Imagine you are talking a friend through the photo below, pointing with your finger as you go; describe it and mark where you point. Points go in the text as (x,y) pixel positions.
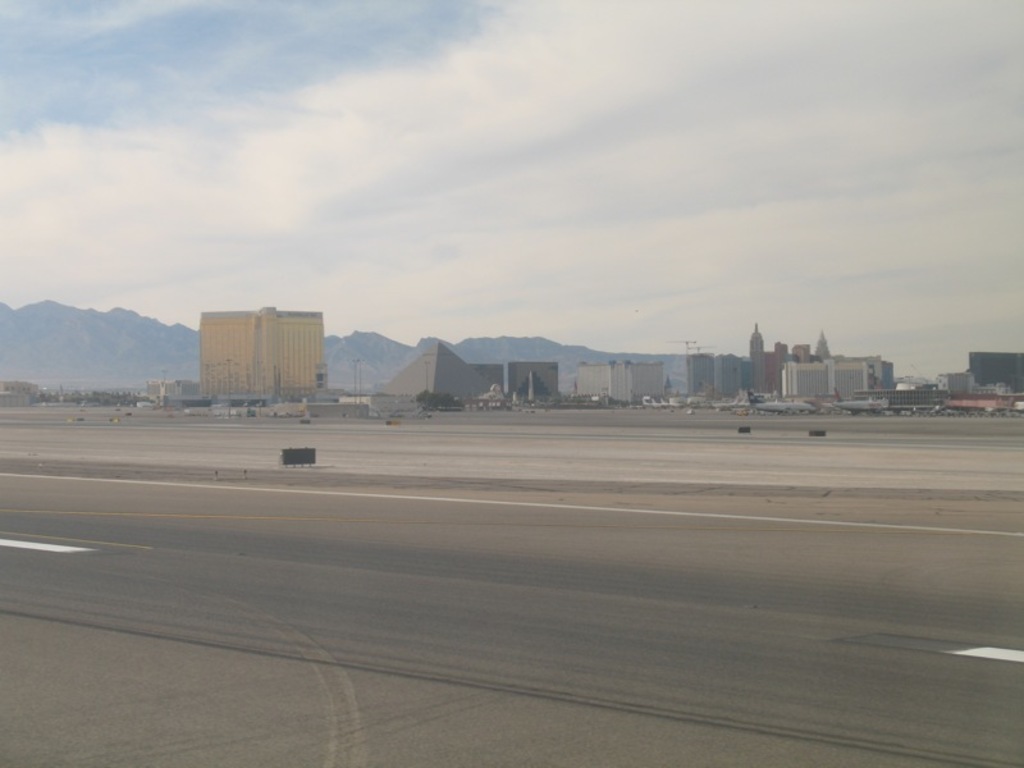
This is the road (404,629). I can see the buildings (739,359). This looks like a pyramid (460,385). These are the mountains (362,334). I think these are the airplanes (785,410) on the runway (767,441). This is the sky (533,103).
